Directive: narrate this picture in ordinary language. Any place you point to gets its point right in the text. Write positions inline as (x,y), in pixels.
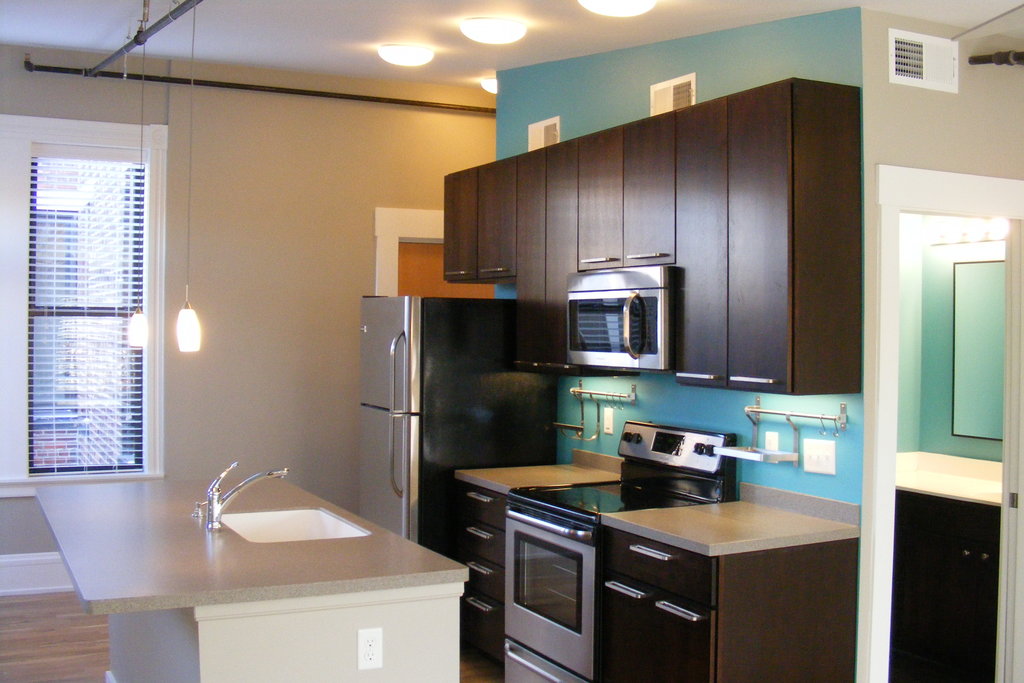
In this image we can see an interior of the house (626,64). There is a refrigerator (400,443), a table (298,499), micro oven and oven (516,519) in the image. There are many lamps (490,39) attached to the roof (507,48) and few are hanged in the image. There is a door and window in the image. There is a tap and wash dish (270,516) in the image.
